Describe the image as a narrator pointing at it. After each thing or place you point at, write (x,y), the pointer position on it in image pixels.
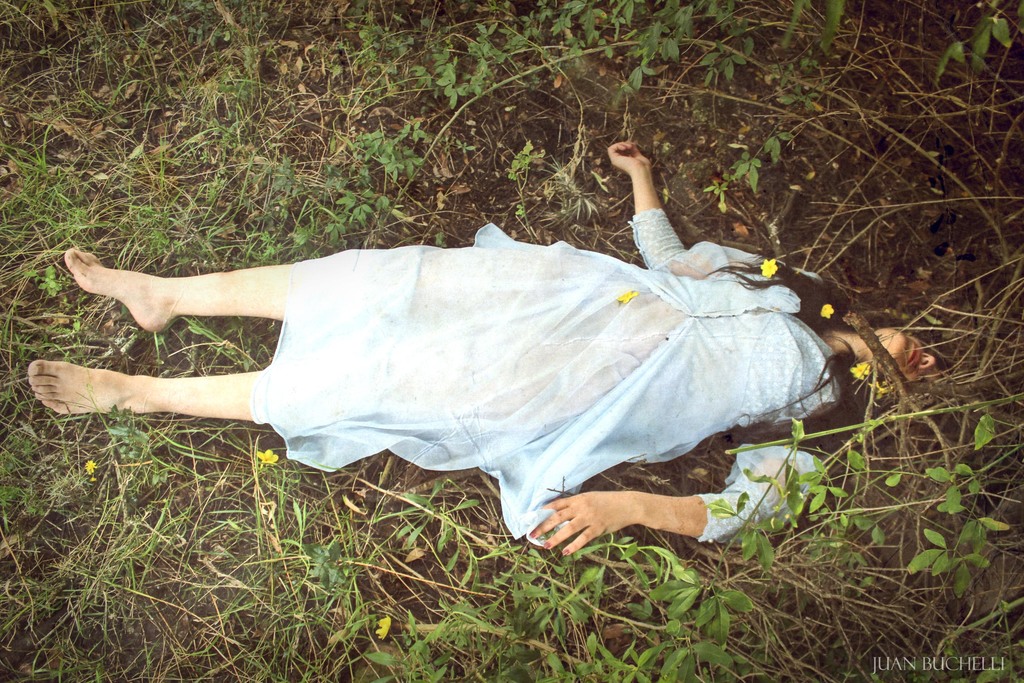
In this picture we can see a woman (234,299) lying on the ground (840,234) with mud (776,83), flowers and plants (515,77) around her.
